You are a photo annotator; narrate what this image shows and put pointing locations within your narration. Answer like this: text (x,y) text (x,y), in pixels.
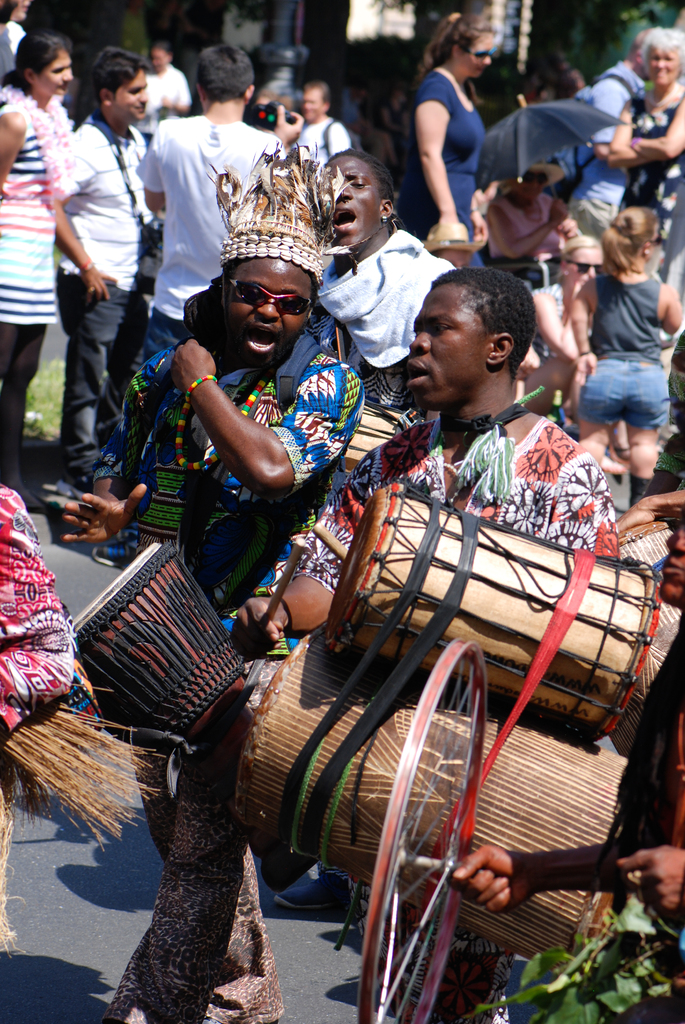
As we can see in the image there are few people (486,331) standing here and there and the man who is standing here is holding musical drums (420,697).
